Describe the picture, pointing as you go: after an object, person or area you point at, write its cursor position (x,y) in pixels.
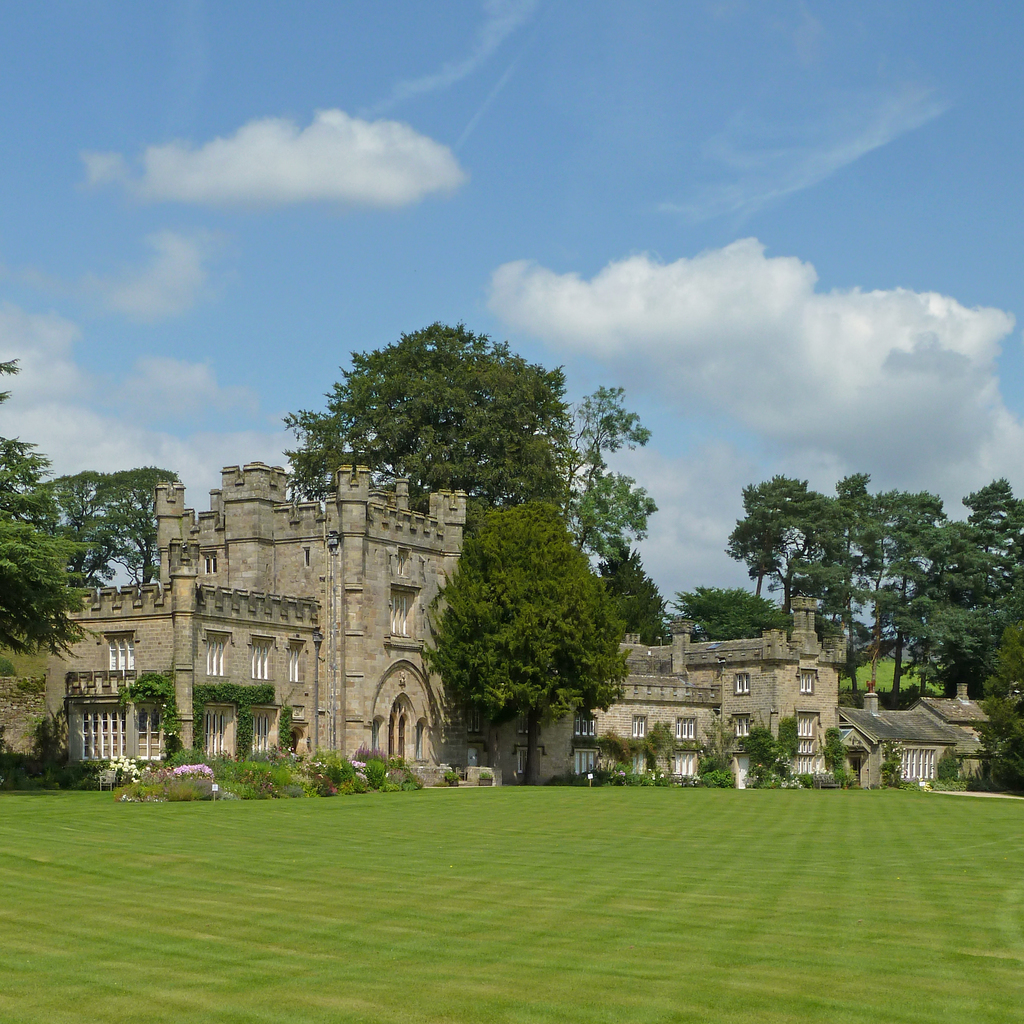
In this image there is a garden (866,802) in the plants (763,773), in the background (204,654) there is a building (179,670), houses (710,701), trees (605,549) and the sky (743,577).
